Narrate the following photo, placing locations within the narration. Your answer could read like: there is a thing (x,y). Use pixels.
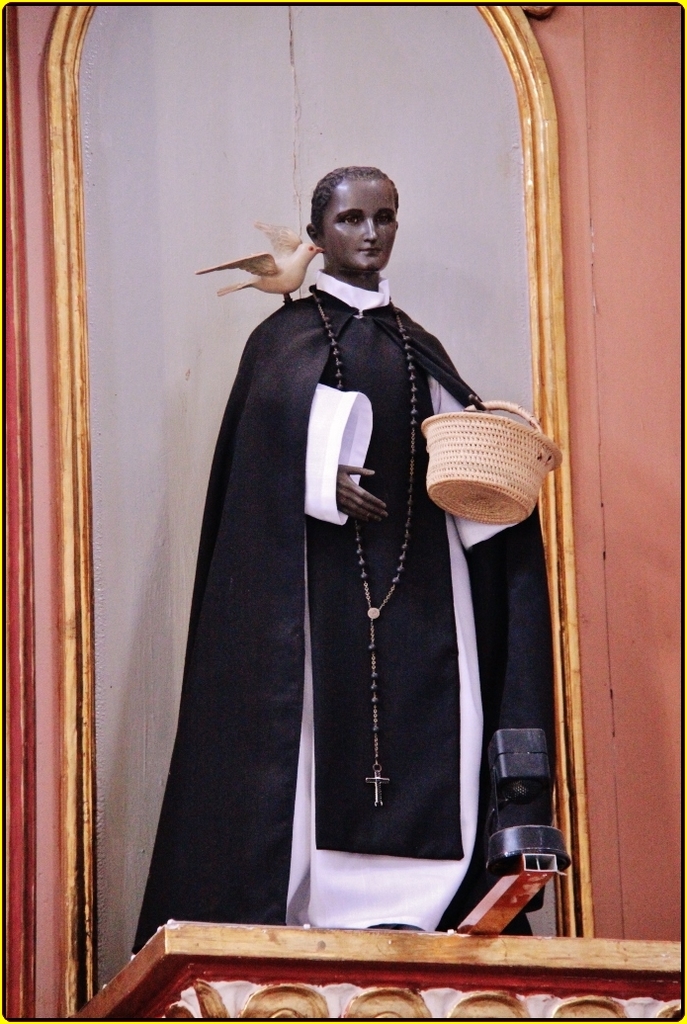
In this picture we can observe a statue (258,655) of a friar (419,542) wearing a black and white color dress (302,672). There is a bird (285,261) on the shoulder (312,302) of the statue (287,351). In the background (141,269) there is a white and pink color wall (592,90).
